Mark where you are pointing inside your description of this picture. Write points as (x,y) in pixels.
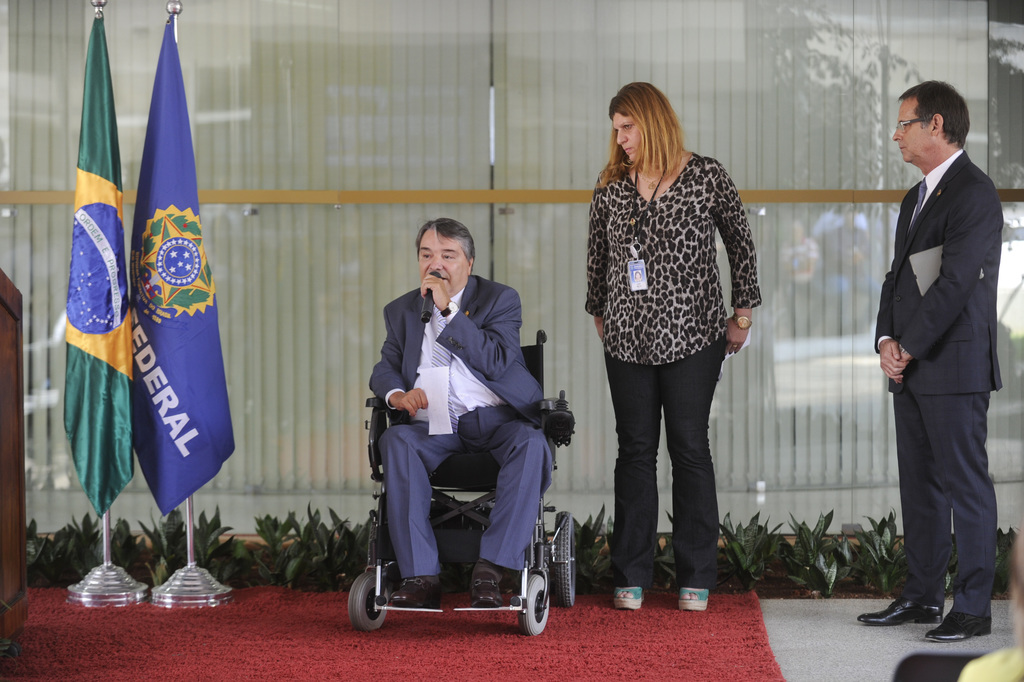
In this image, we can see a few people (920,210). Among them, we can see a person (445,342) holding a microphone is sitting on a wheel chair (520,572). We can see the ground (851,670) with the carpet (47,601). We can see some flags (85,461), plants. We can see the glass wall (49,453).
